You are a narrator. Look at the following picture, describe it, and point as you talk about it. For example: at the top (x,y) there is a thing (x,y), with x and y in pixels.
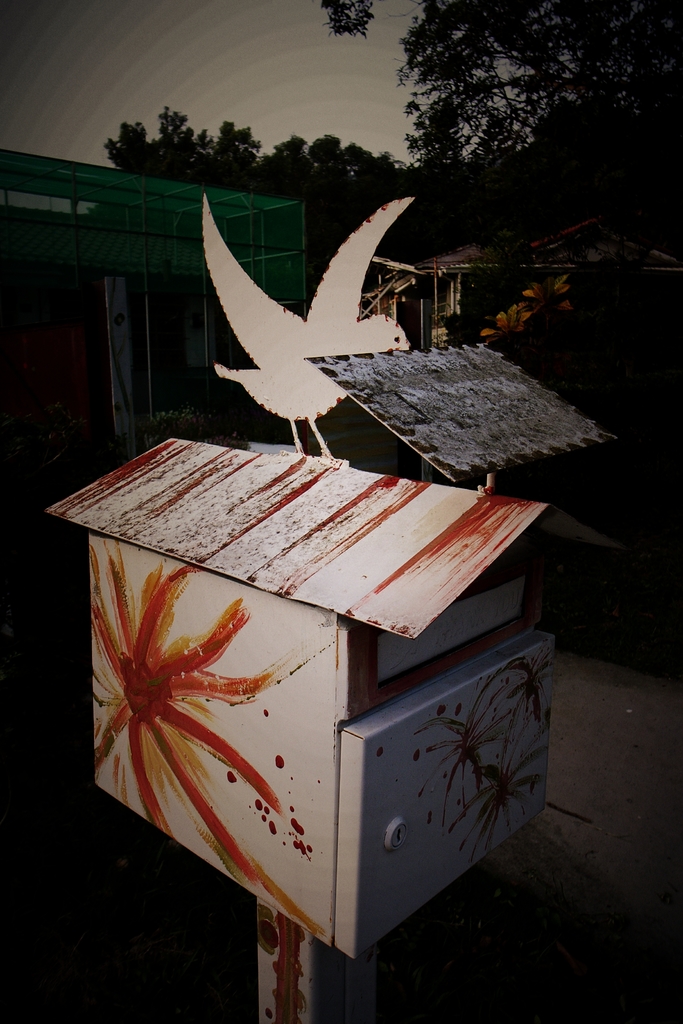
In the foreground of the picture (278,838) we can see a post box (242,679), on the post box (328,368) there is an iron frame (312,339) in the shape of bird (320,329). In the middle of the picture (257,409) there are buildings (577,259) and trees (515,210). In the background (219,72) it is sky (245,72).
